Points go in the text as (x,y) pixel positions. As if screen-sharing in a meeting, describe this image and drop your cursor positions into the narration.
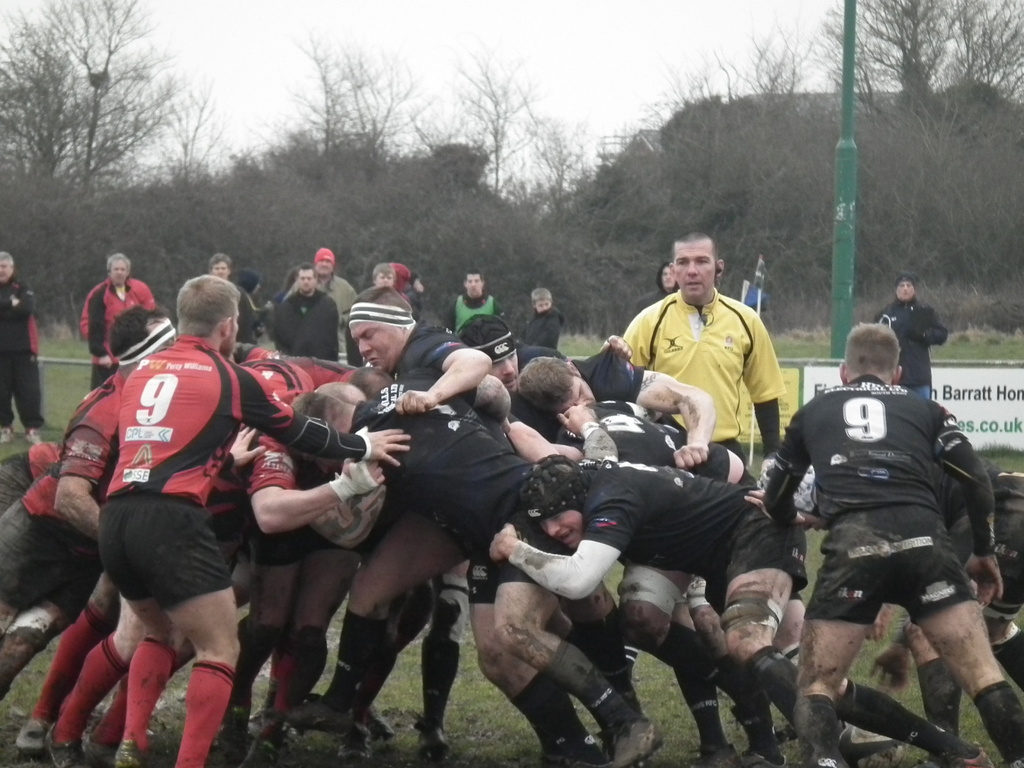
In this picture I can observe few people (397,435) playing rugby in the middle of the picture (429,403). Most of them are men (456,452). In the background (413,247) I can observe trees (476,92) and sky (395,51).
